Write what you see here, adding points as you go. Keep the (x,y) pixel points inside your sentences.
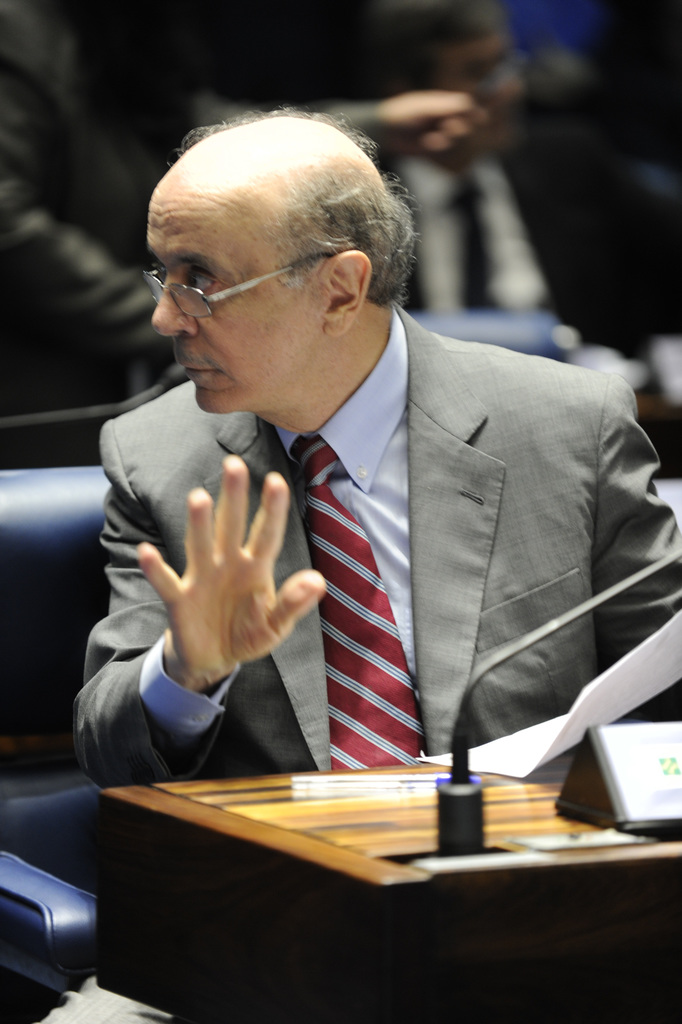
This image consists of a man (288,675) wearing a suit (541,467) and a tie (351,624). In the front (367,917), we can see a podium (487,942) along with a mic (481,668) and a name board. And we can see a chair (70,600) in blue color. The background (591,99) is blurred.
